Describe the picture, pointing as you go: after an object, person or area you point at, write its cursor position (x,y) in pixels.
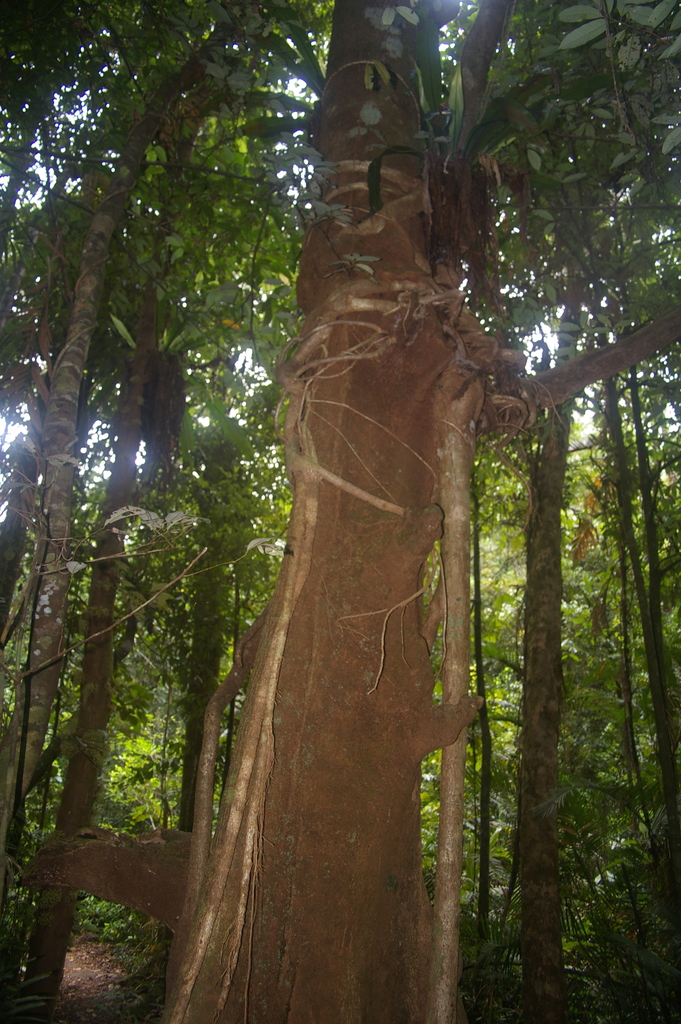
In this image, I can see a tree trunk (398,431). In the background (108,405), I can see the trees (118,267) with branches (159,111) and leaves (573,596).
